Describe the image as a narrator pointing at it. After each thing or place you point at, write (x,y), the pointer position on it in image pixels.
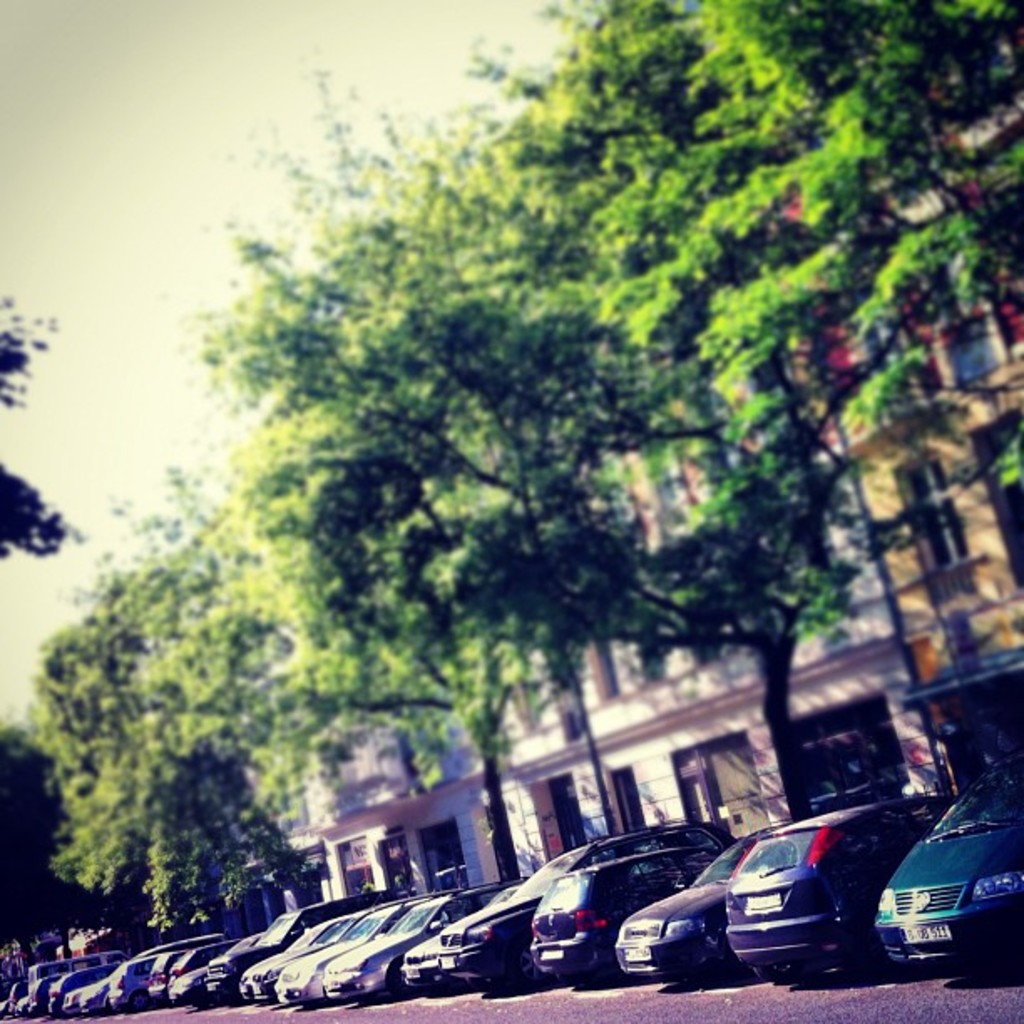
In the center of the image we can see a few vehicles (446,955). In the background (446,294), we can see the sky (186,341), trees (268,331) and buildings (942,591).
